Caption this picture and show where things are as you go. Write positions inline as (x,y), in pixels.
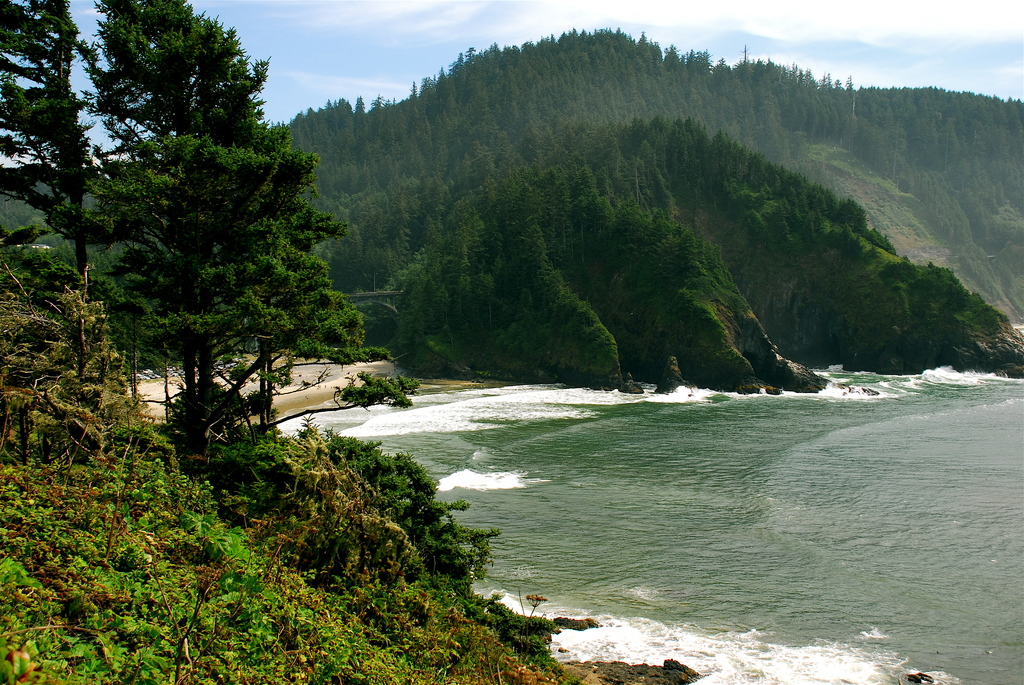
In this image we can see some plants (436,606) and trees (436,585) and on the right side (780,424), we can see the ocean (831,385). There are some mountains (681,279) in the background (517,129) and we can see the sky (258,44) at the top (587,28).
